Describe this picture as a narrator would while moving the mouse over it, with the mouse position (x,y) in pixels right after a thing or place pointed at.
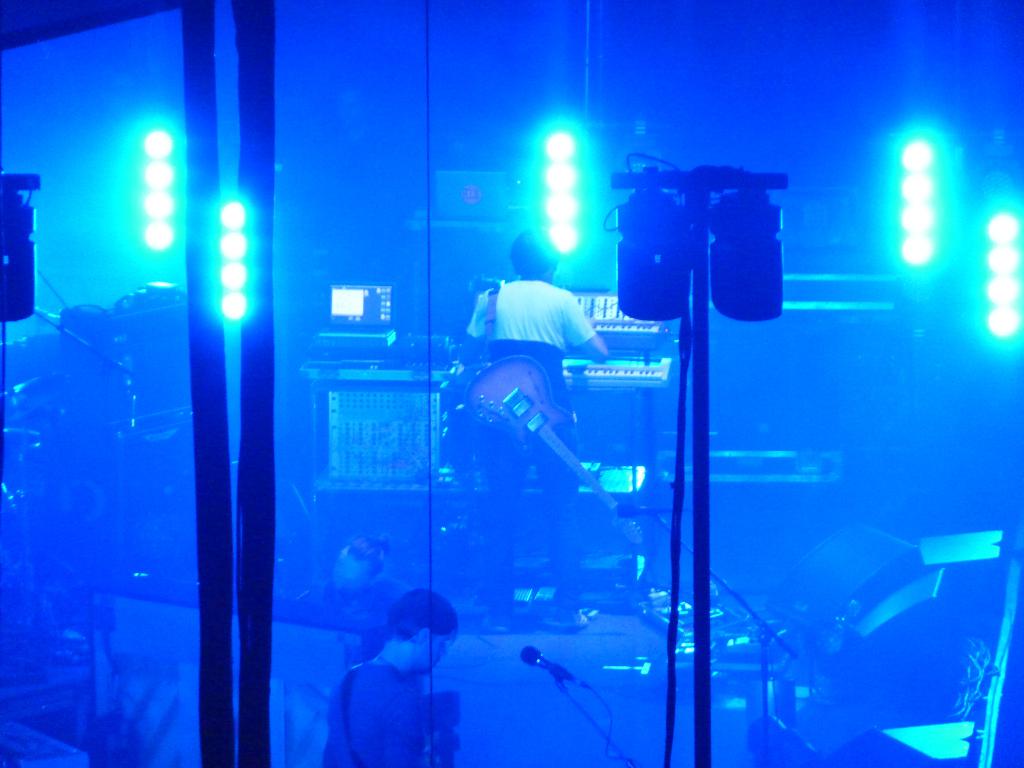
This image is taken indoors. At the bottom of the image (490,683) there is a floor (473,705) and there is a man (394,681). There are two mics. In the middle of the image (506,348) a man (540,455) is standing on the floor (556,638) and there are a few musical instruments (592,306) and he is holding a guitar (496,391). There are a few lights (152,187). There are many things (853,759) on the floor (511,734).
